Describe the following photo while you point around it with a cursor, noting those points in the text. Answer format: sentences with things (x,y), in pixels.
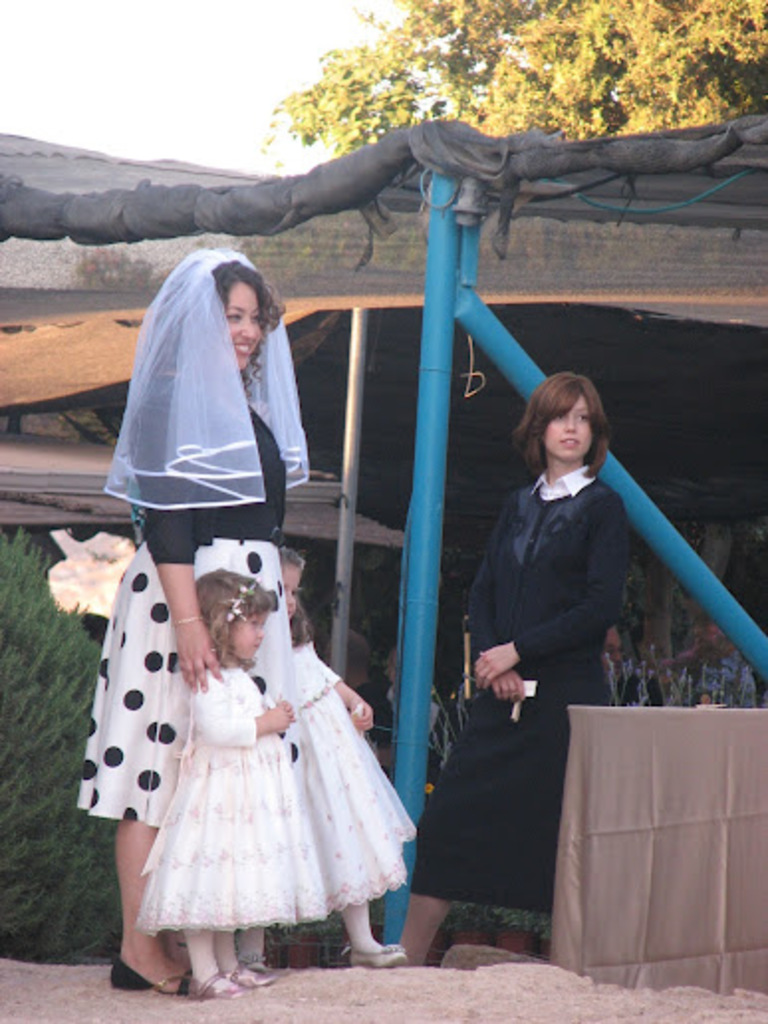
In this image there are people (519,754) and we can see poles (460,314). There is a shed (278,192) and we can see trees (738,31). At the top (195,83) there is sky (256,83).
